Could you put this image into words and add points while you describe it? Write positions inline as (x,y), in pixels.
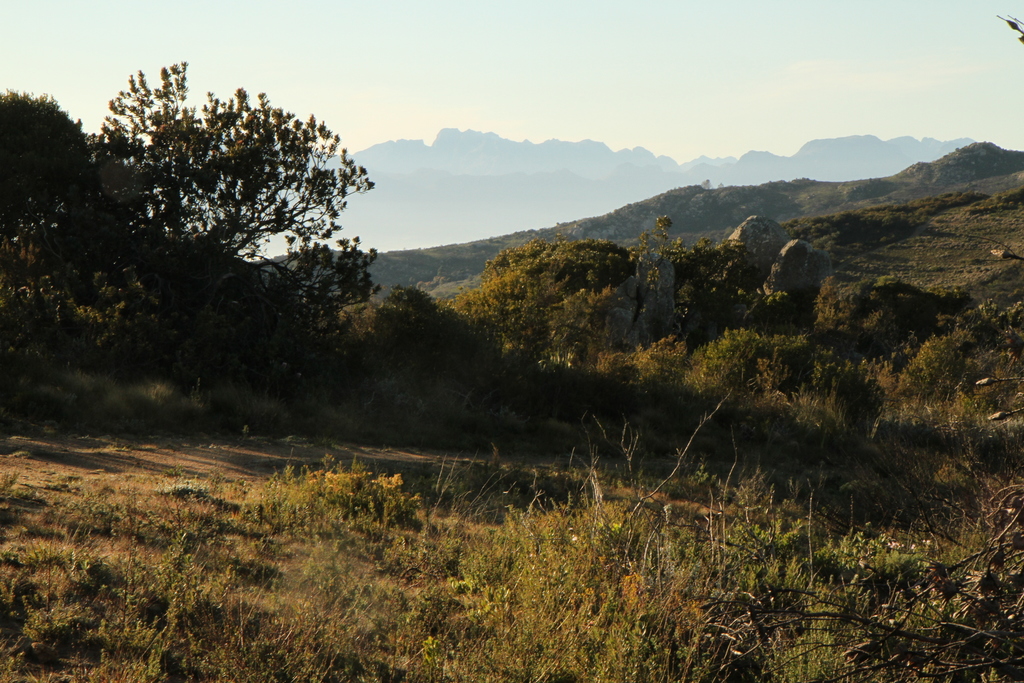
At the bottom of the image (701,532) there is grass (125,522) on the ground (668,542). In the image there are trees (1014,393) and rocks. In the background (394,156) there are hills (850,266). At the top of the image (430,134) there is a sky (629,122).
